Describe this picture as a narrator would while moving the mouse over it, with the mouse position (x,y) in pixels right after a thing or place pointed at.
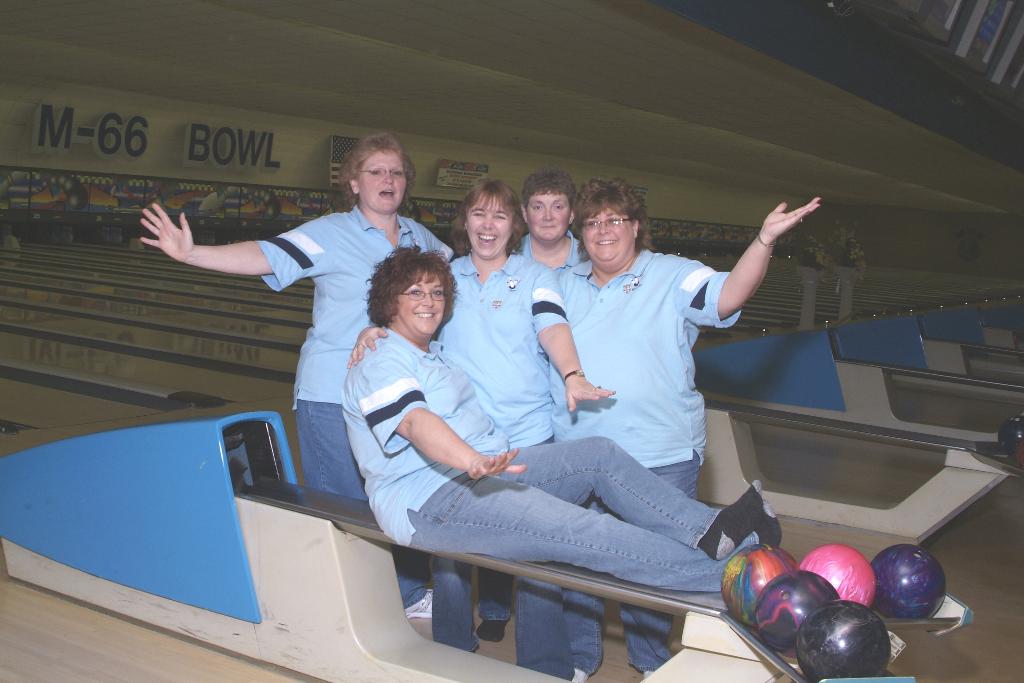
In the picture we can see a few women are standing and smiling and one woman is sitting on the bench (295,666) and near her we can see some balls (918,588) which are blue, pink and some colors and in the background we can see a wall (33,141) with a name M-66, bowl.
